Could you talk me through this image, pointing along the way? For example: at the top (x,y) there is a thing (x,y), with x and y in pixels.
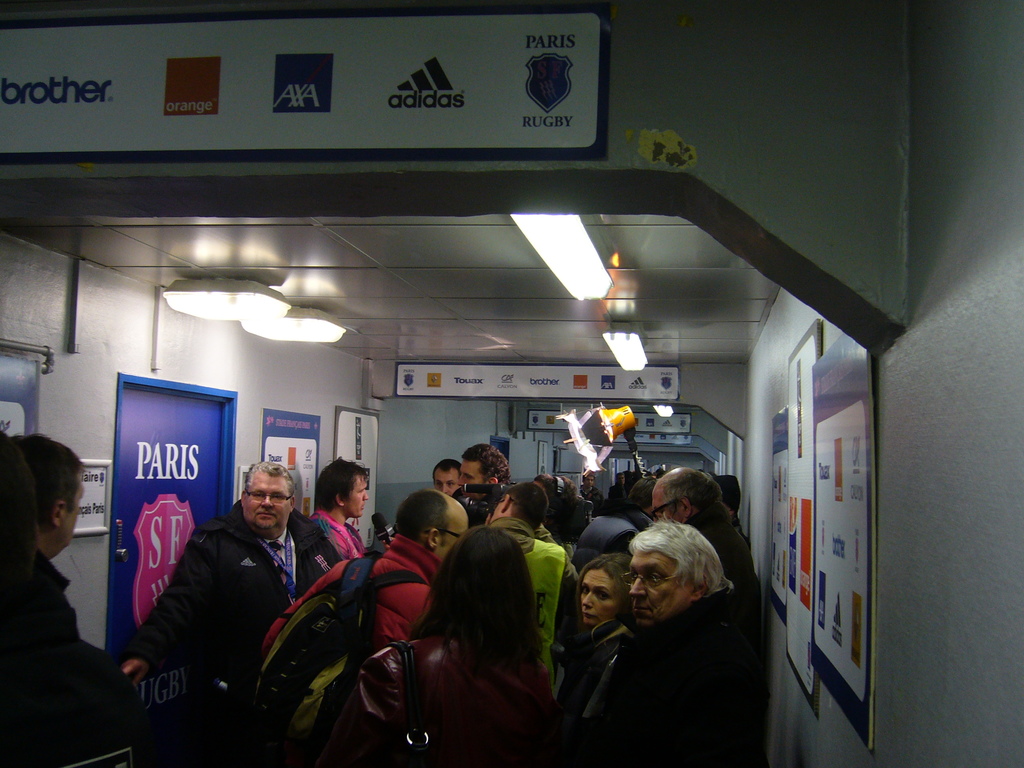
This image consists of some persons (449,627) at the bottom (462,664). There is light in the middle (616,428). There's the door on the left side (120,610).
